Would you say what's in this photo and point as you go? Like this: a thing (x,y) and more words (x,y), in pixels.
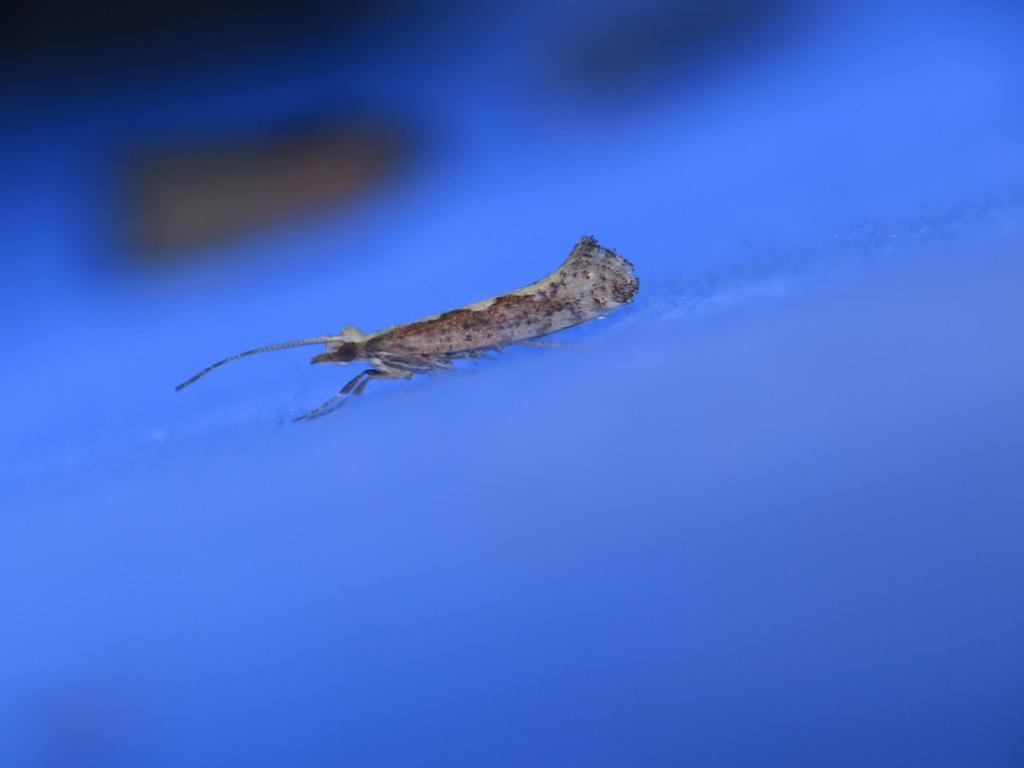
In this image in the foreground (522,319) there is one insect (484,338), and at the bottom (396,591) there is blue color object (344,461).
